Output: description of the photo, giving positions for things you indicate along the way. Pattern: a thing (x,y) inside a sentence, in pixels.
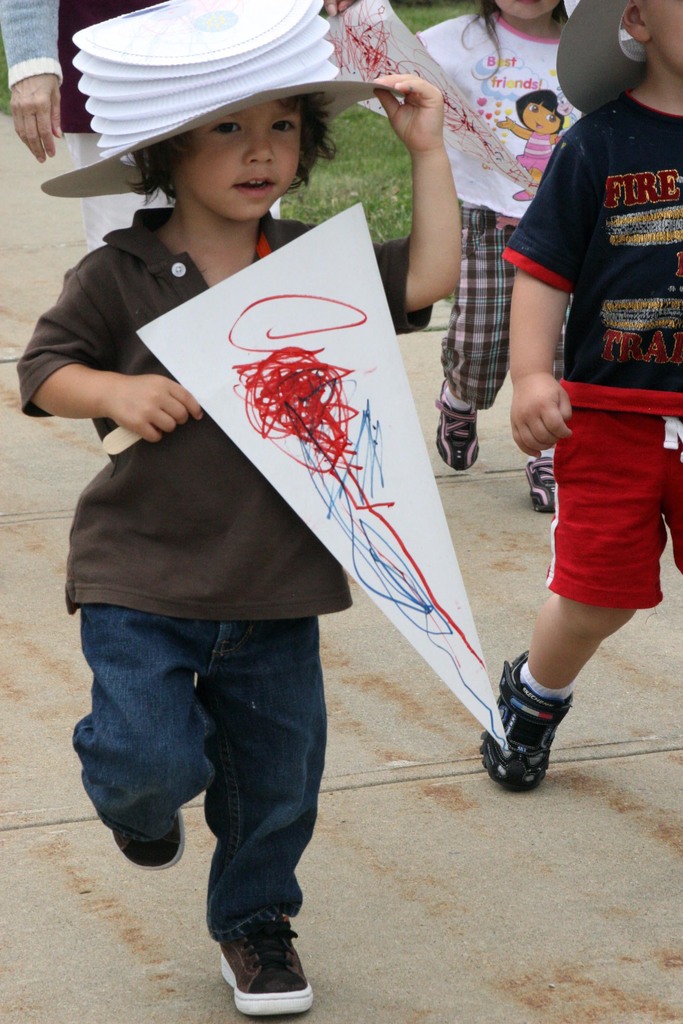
In this picture there is a kid (166,707) standing and placed one of his hand (426,125) on a hat (180,90) which is on his head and holding another object (235,390) which has something drawn on it in different colors and there are three other persons (495,100) standing behind him.
